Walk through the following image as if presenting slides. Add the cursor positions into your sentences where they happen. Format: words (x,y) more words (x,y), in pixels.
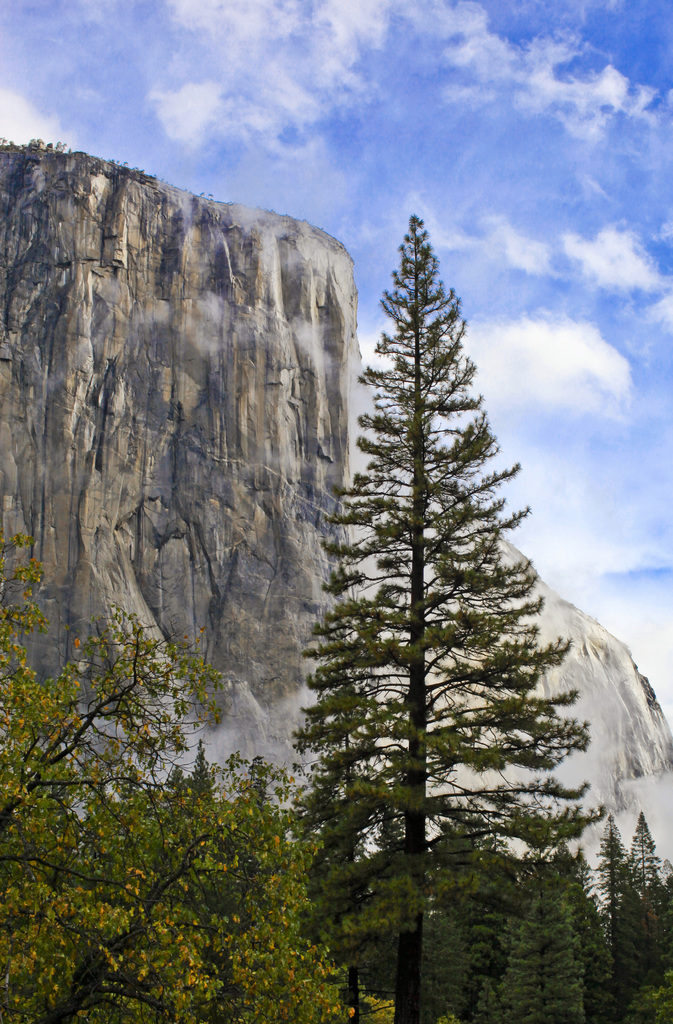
In this image there are trees (243,789). In the background (669,721) there are hills (74,392) and sky (494,190).
